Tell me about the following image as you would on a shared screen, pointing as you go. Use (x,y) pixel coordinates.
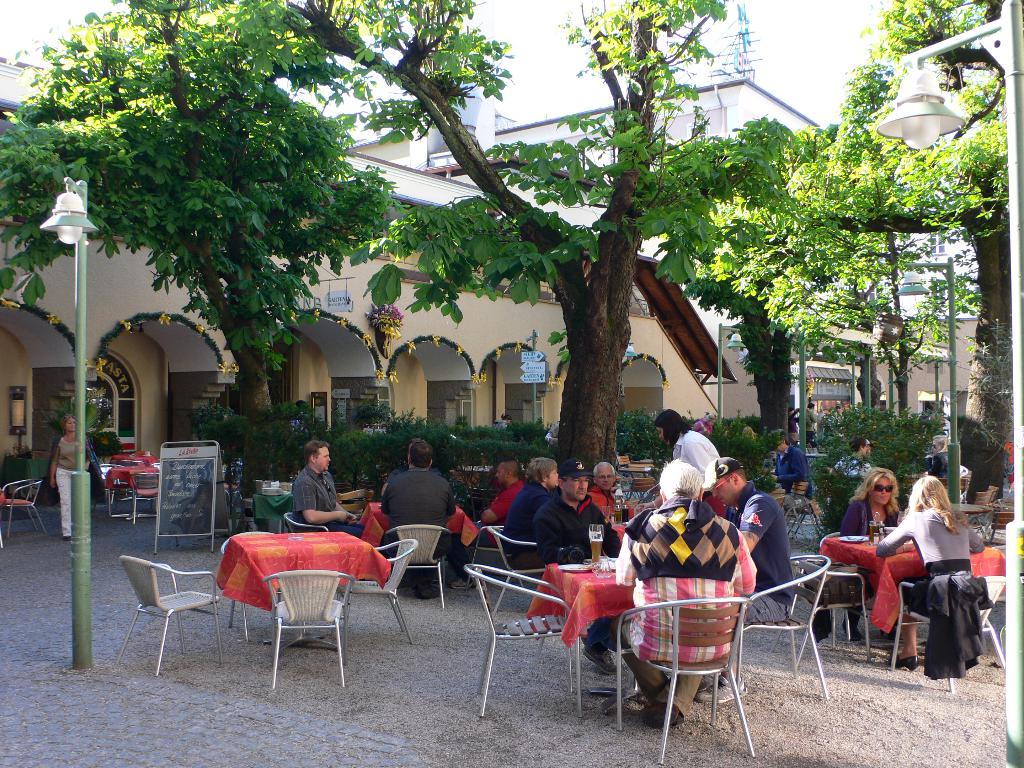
In this picture we can see group of people (417,461) sitting on chair (343,495) i think this is hotel (549,324) and here woman (688,437) is serving over here and in background (227,326) we can see building (454,323), tree (439,239), sign boards (524,359), pole (84,442), light (66,231), chair (23,504), menu board (179,455), floor (443,691).
